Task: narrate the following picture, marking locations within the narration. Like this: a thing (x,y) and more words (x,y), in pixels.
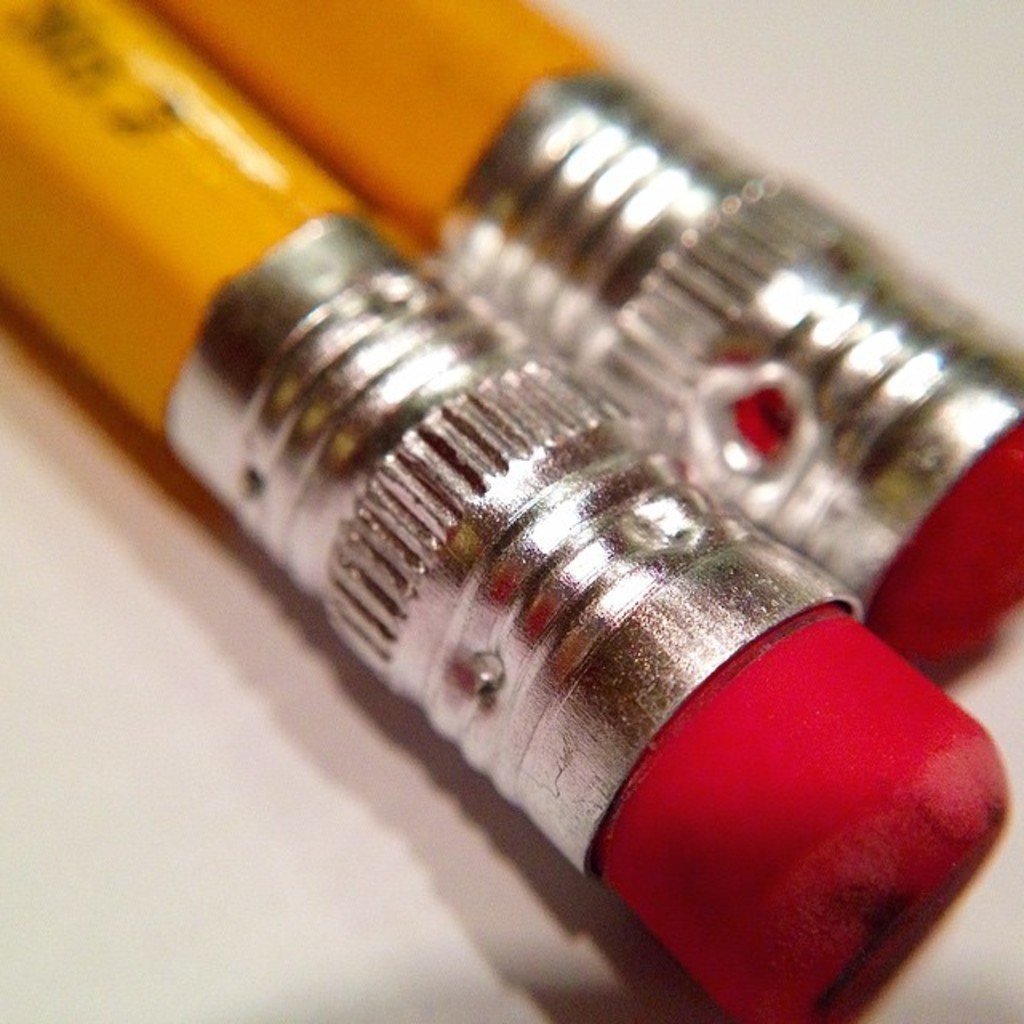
In this image I can see two pencils (463,496). On these pencils (548,536) I can see some objects (687,563) attached to it. These pencils (669,648) are on a white color surface (334,704).
